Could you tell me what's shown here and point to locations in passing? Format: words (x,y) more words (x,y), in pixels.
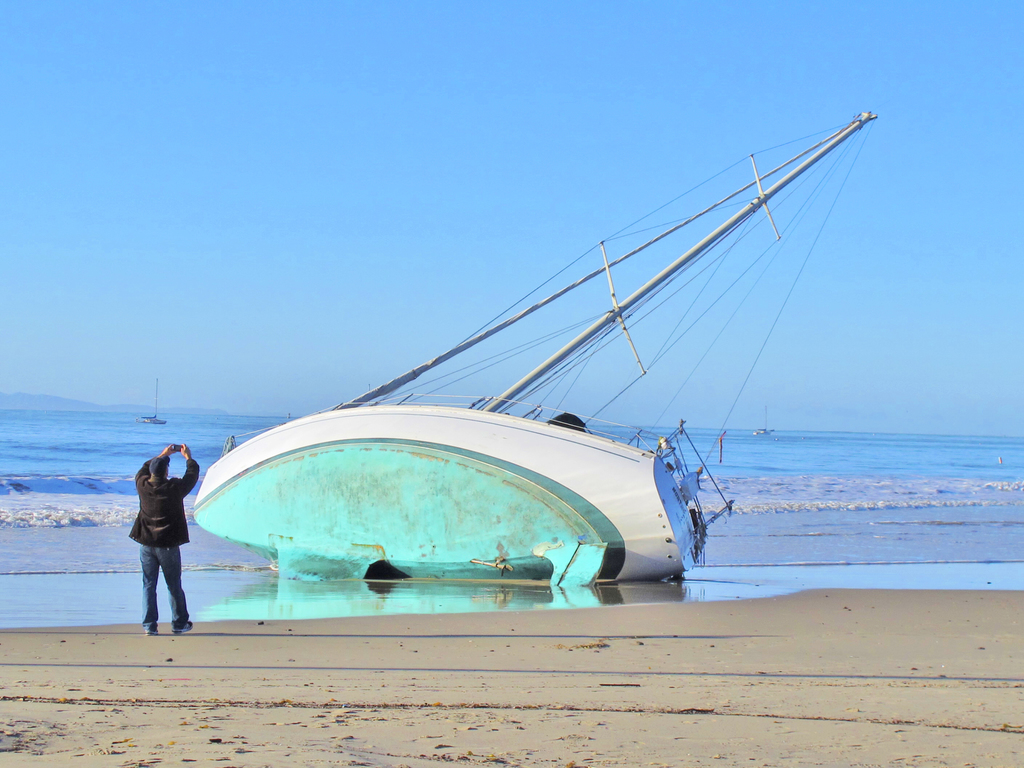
At the bottom of the image (227,683) there is a seashore (483,703). And there is a boat (475,438) on the seashore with poles (826,138) and ropes (549,337). And there is a man (156,553) standing and holding an object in his hands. Behind the boat (199,502) there is water (676,434). In the background (322,267) there is sky (506,180).
